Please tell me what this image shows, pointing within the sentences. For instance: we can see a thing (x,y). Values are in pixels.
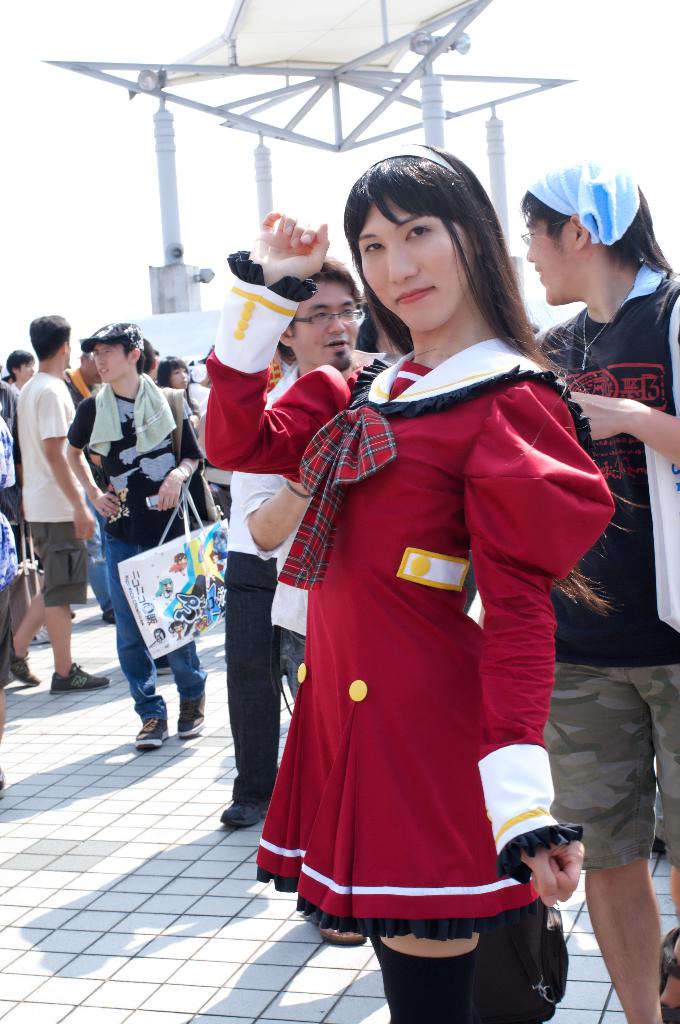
In the picture we can see a woman (406,730) standing on the path (77,730) and raising the hand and she is smiling and behind her we can see some people (642,730) are standing and some walking holding a bag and behind them we can see some poles (162,163) with some iron rods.
